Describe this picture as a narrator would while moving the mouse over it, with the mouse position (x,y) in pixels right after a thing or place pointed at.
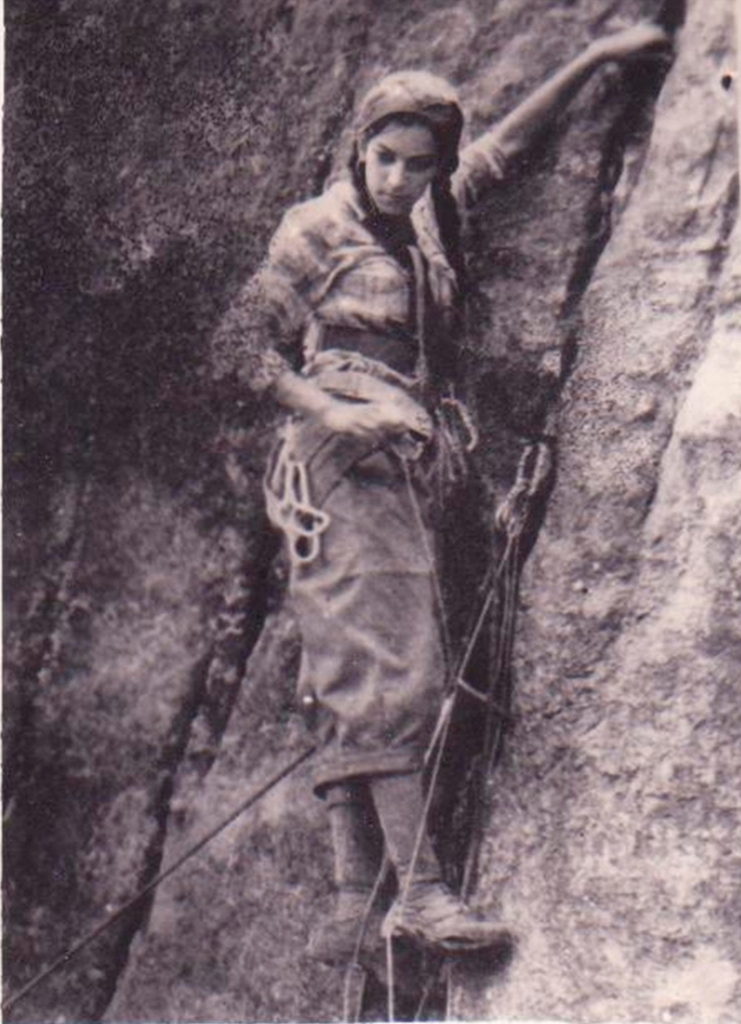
This is a black and white image. In this image, in the middle (272,463), we can see a woman (347,226) holding a rope (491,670). In the background (86,578), we can see rocks (257,694) and a rope (475,821).
